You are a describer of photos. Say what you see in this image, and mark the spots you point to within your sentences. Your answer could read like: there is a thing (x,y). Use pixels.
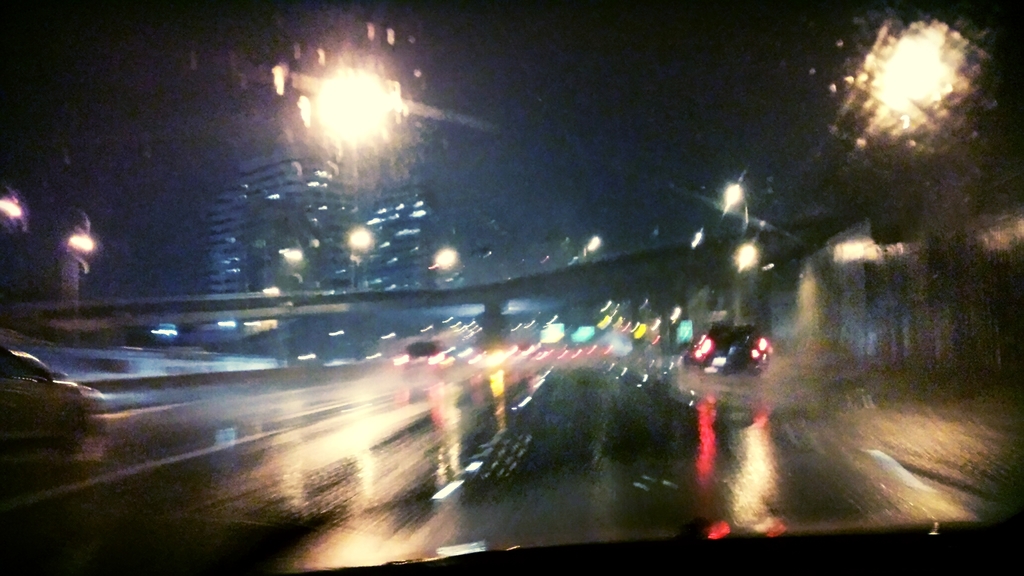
In this image I can see few vehicles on the road (694,477), background (372,300) I can see the bridge (492,313), few buildings (429,232), few lights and the sky (530,163) is in black color.
